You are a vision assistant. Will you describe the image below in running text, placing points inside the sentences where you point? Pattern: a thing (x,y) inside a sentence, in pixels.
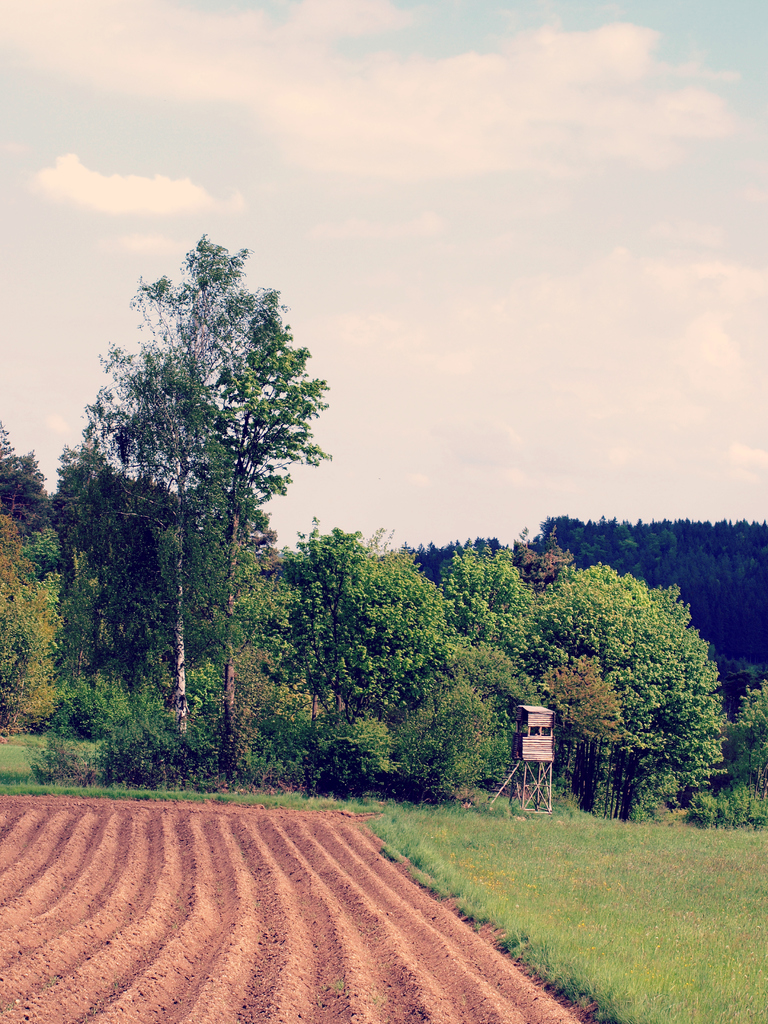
This is the picture of beautiful location (238,830). In this picture we can see land (294,905), grass (519,879), and plants (145,747). And on the background (488,607) we can also see the trees (718,562) and sky (442,188) with clouds (366,171).
